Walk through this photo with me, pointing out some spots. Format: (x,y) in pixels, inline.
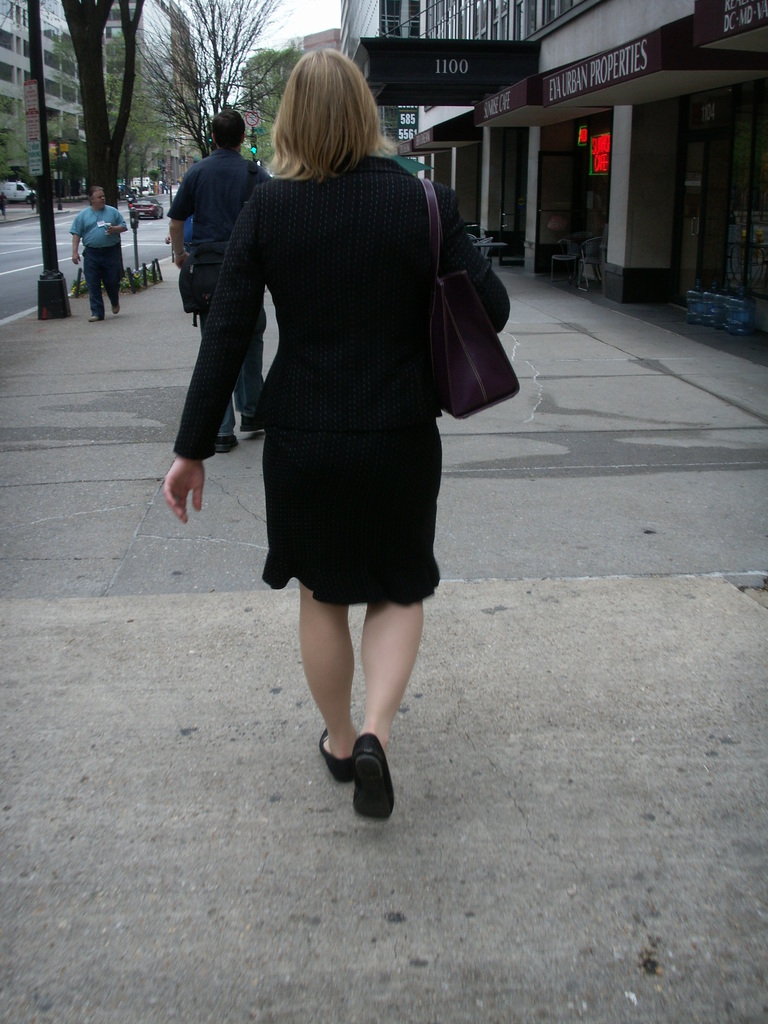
In this image I can see group of people (429,560) walking. In front (392,423) the person (428,469) is wearing black color dress (392,405), background (411,3) I can see few buildings (502,69) in gray and white color, trees (186,129) in green color. I can also see few vehicles (145,199) and the sky (308,24) is in white color.
